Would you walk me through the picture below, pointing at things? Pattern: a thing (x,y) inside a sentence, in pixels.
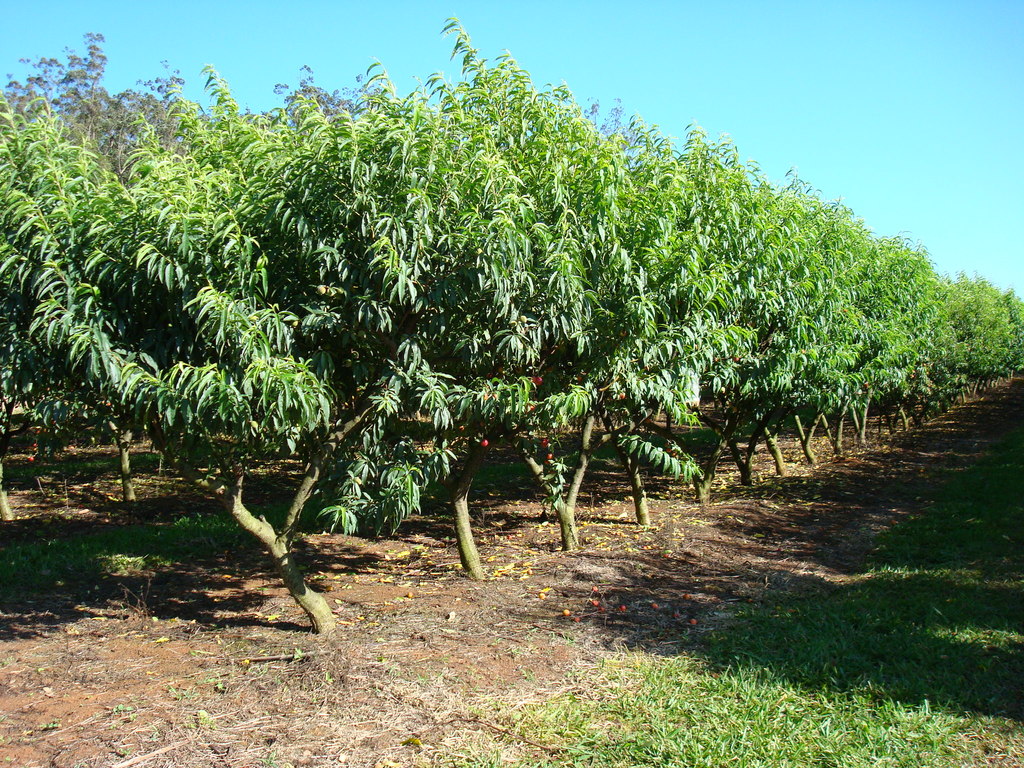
In this image we can see trees (594,304) and at front (780,755) there is a grass (885,660) on the surface (896,660). At the background (836,144) there is sky (779,106).
